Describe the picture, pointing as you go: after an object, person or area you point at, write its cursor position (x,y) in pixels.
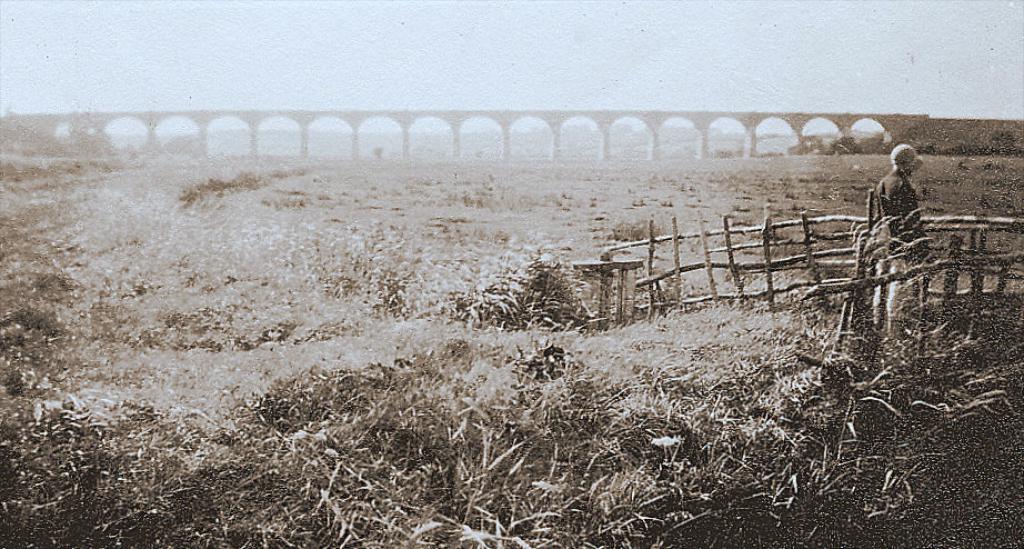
In this image I can see an open grass ground (492,528) and on the right side of the image (895,246) I can see one person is standing. I can also see wooden fencing (640,244) on the right side (808,278) and in the background (944,97) I can see a bridge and the sky (516,8).
